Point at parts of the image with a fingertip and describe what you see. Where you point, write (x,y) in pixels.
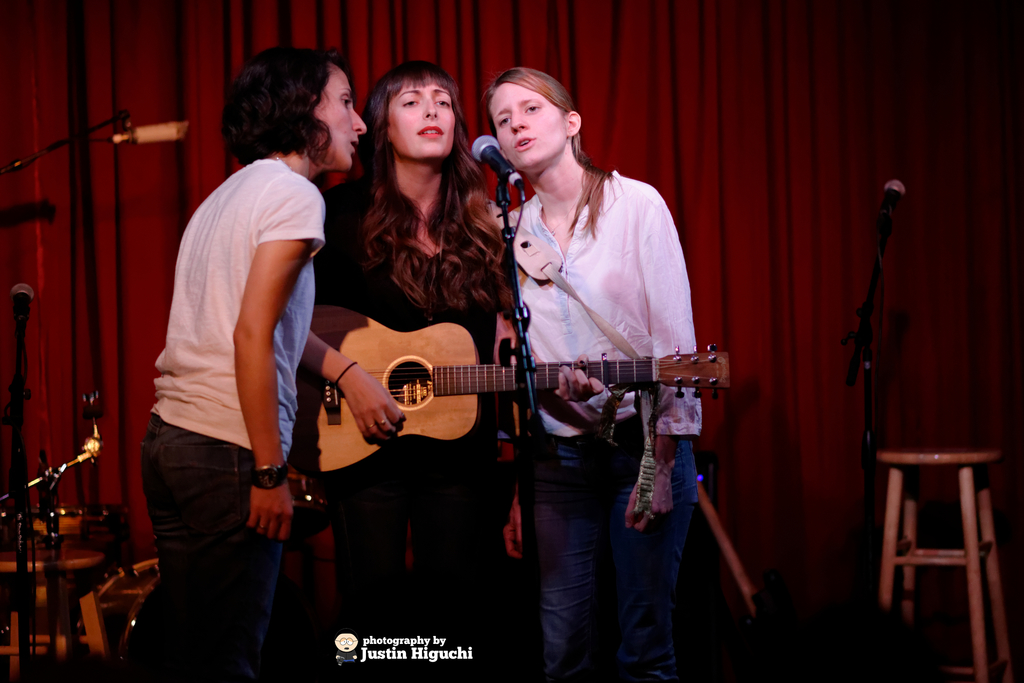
In this picture there are three women (494,299) standing. They are leaning to a mic (483,159) and singing. The middle woman (436,144) is holding a guitar (409,389). The two women (619,252) beside her are in white. There is a mic (896,195) behind them and a stool (944,456). There is a red curtain (538,34) in the background (200,73).
